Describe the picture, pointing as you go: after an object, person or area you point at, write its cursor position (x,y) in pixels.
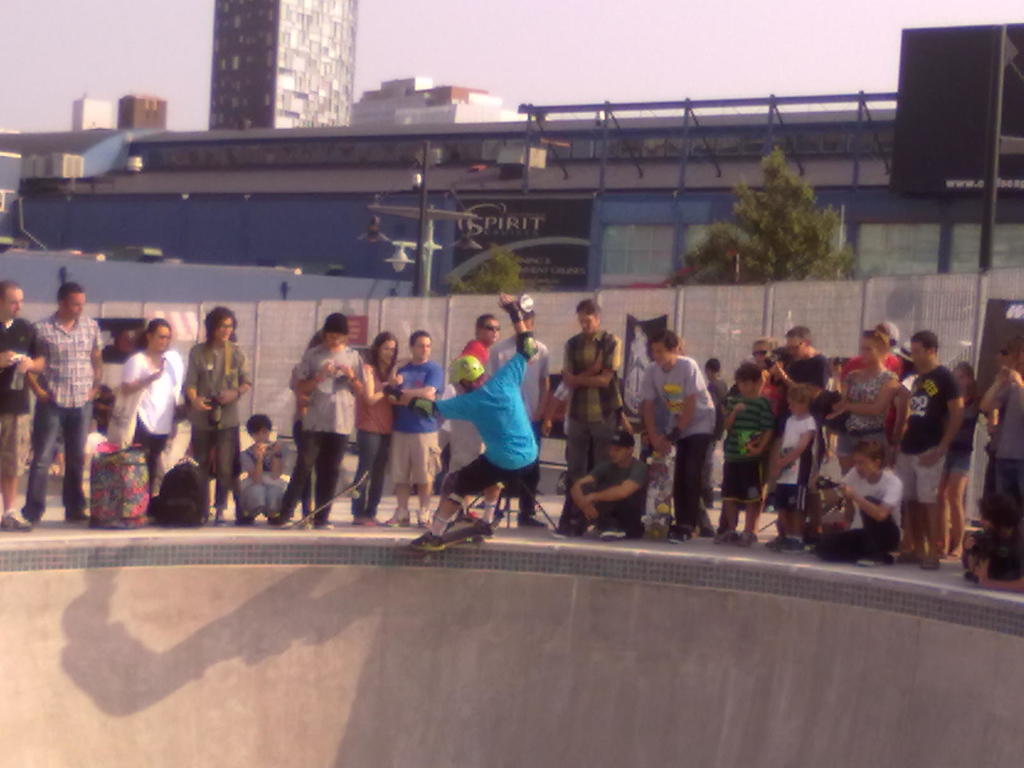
In this picture we can see many people (957,506) standing and watching a person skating on the surface (527,551). In the background (424,111), we can see trees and buildings (318,109).
